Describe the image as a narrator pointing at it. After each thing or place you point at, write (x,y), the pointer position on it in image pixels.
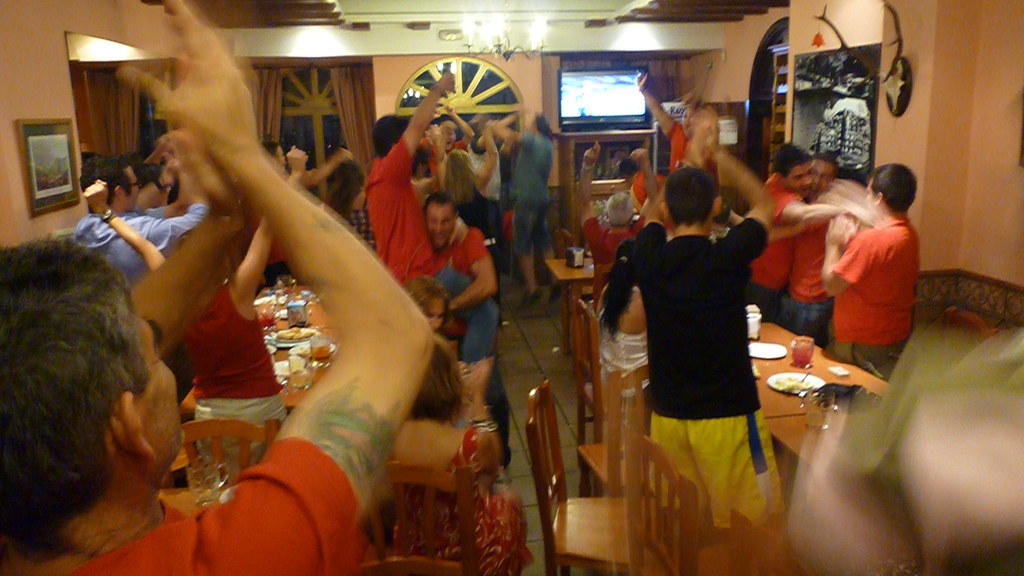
In this image we can see a few people (472,187), some of them are sitting, some people (690,373) are clapping, there is a TV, photo frames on the wall (611,42), there are chairs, tables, on the tables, there are glasses (318,361), food items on the plates (803,376), also there are some lights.
